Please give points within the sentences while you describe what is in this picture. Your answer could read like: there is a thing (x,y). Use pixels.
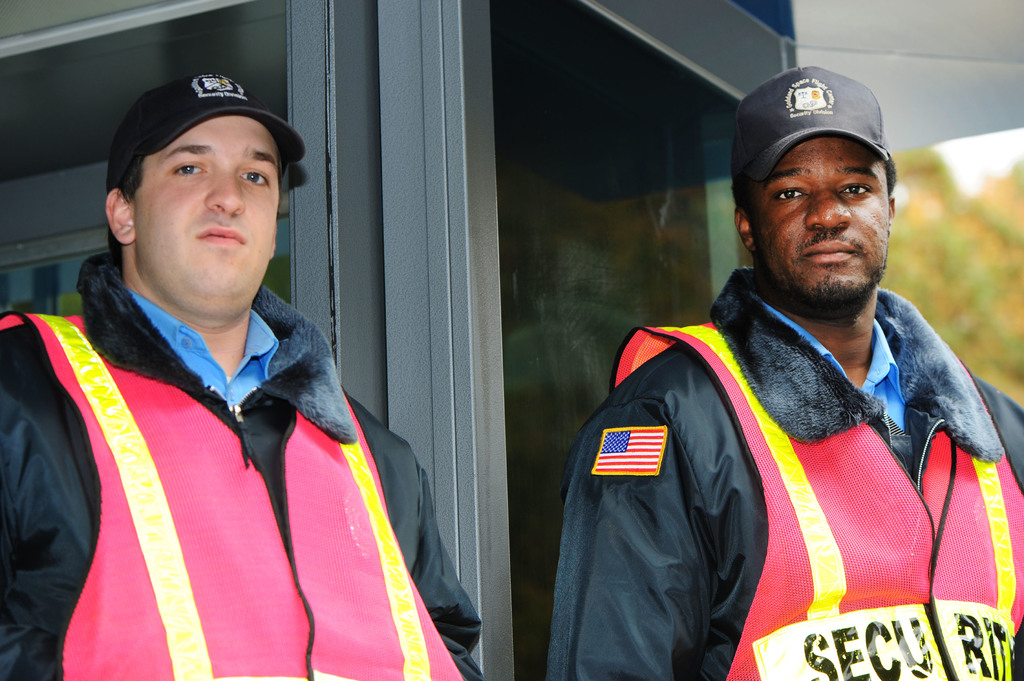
In this image we can see two persons (327,511) wearing blue shirts (257,353), jackets (264,400) and caps (230,102) are standing near the wall (382,367). The background of the image (979,275) is slightly blurred, where we can see trees (954,329).
